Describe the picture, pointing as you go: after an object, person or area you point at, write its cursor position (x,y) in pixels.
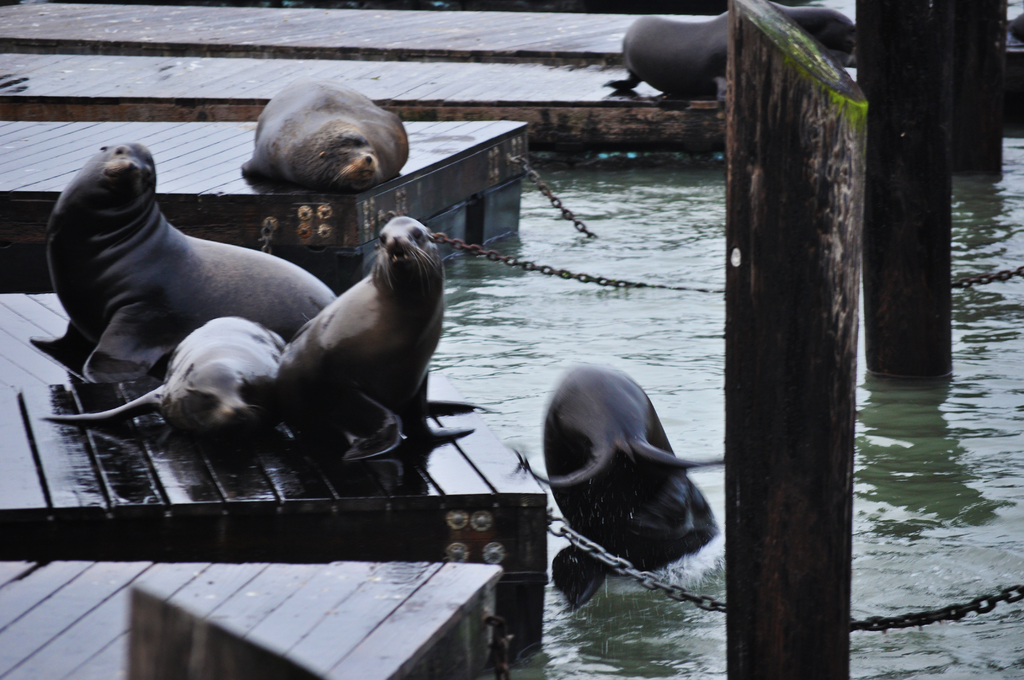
In this image there are seals (287,311) and there is water (646,244), there are wooden, poles (878,173) and there are stands (442,63).
